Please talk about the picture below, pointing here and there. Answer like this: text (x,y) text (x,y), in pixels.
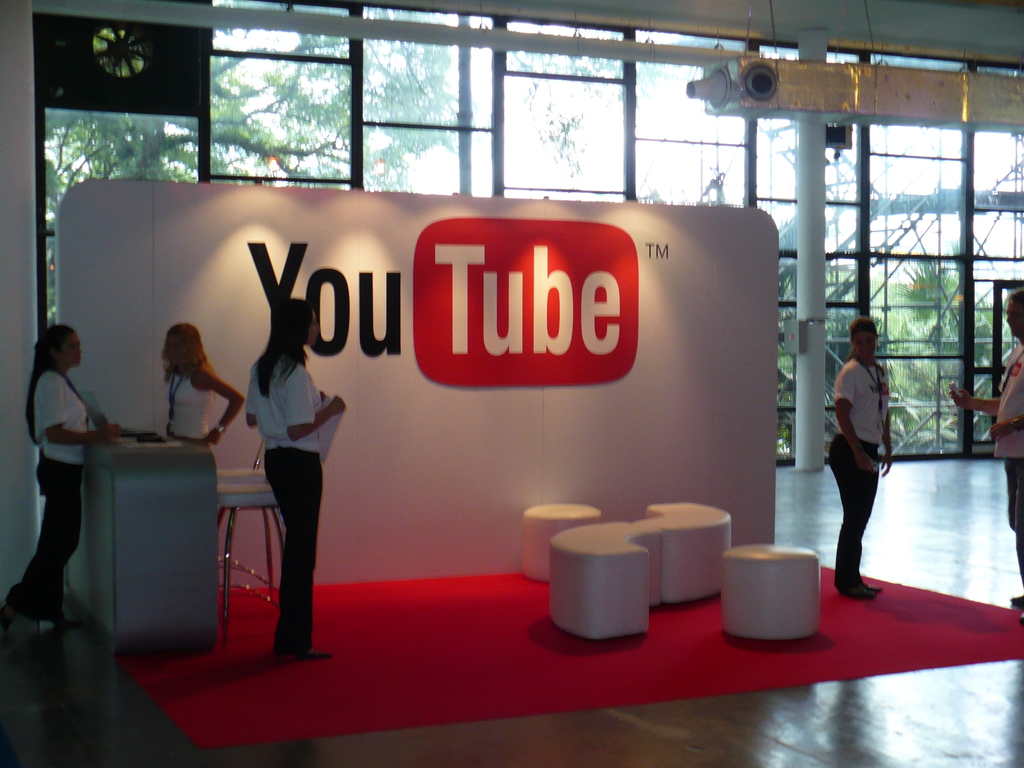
There are three ladies (243,404) standing on the red carpet (452,646). A lady (206,392) is standing in front of the table (176,479). There is a chair (232,491). And there are four seating (638,548). And there is a banner (396,309) with youtube post (431,325). Behind them there is a glass window (472,126).
